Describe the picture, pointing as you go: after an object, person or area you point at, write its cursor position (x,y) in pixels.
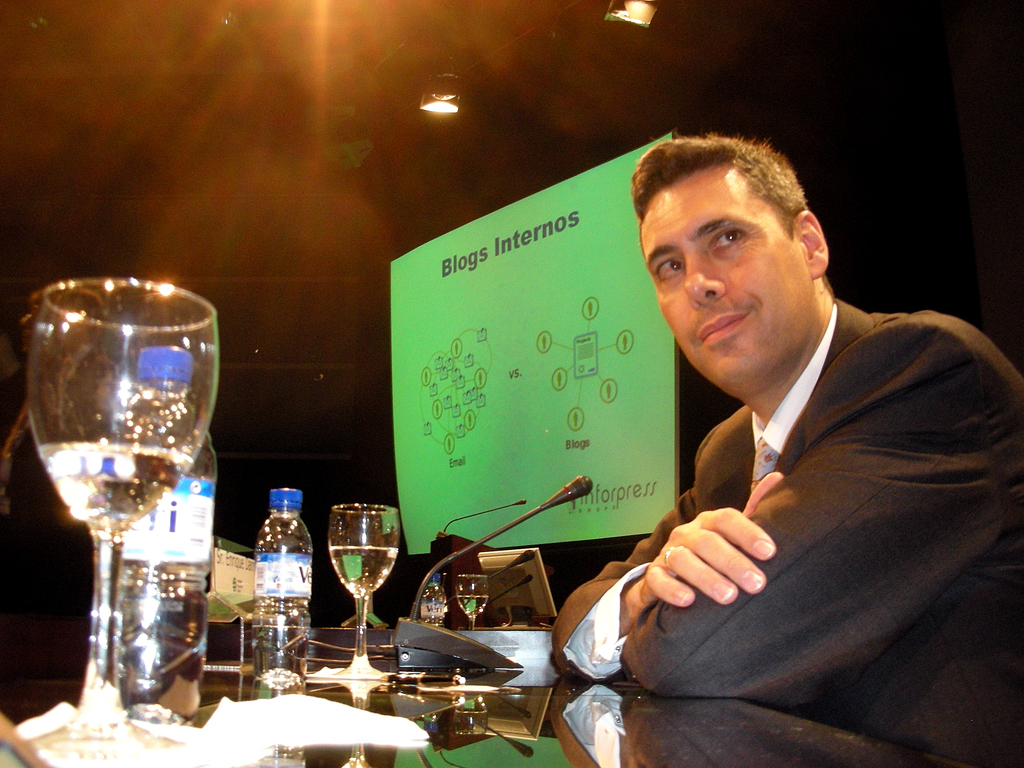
In this image I can see the person (761,530) is in-front of the table (727,753). On the table (632,754) I can see the mic (403,629), glasses (64,739), bottles (175,606), board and few more objects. In the background (577,524) I can see the board (505,367) and the lights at the top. I can see the black background (753,71).
